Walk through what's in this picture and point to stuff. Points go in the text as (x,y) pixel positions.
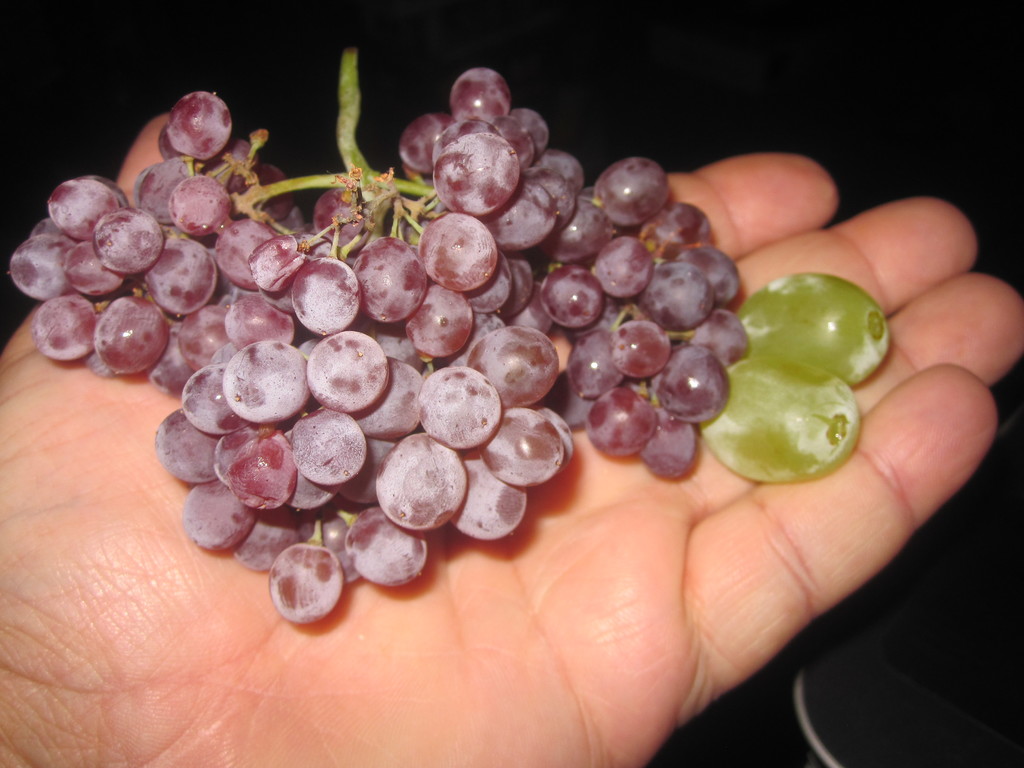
In this image I can see a person hand (27,328) with bunch of black grapes (714,401) and two green grapes (769,322).
